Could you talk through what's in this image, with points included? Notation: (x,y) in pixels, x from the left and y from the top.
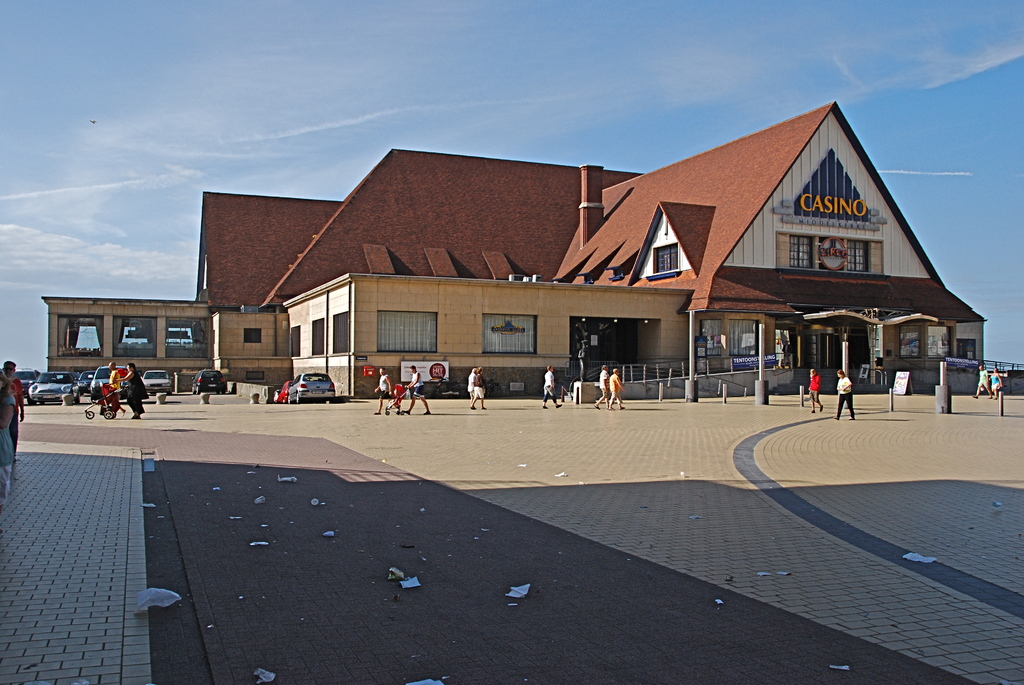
The picture is taken outside a city. In the foreground of the picture (388,488) there are papers (331,531) and dust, on the pavement (231,453). In the center of the picture (392,382) there are people (412,386), carts (399,393), cars (208,371) and a building (375,230). Sky (450,43) is clear and it is sunny.
